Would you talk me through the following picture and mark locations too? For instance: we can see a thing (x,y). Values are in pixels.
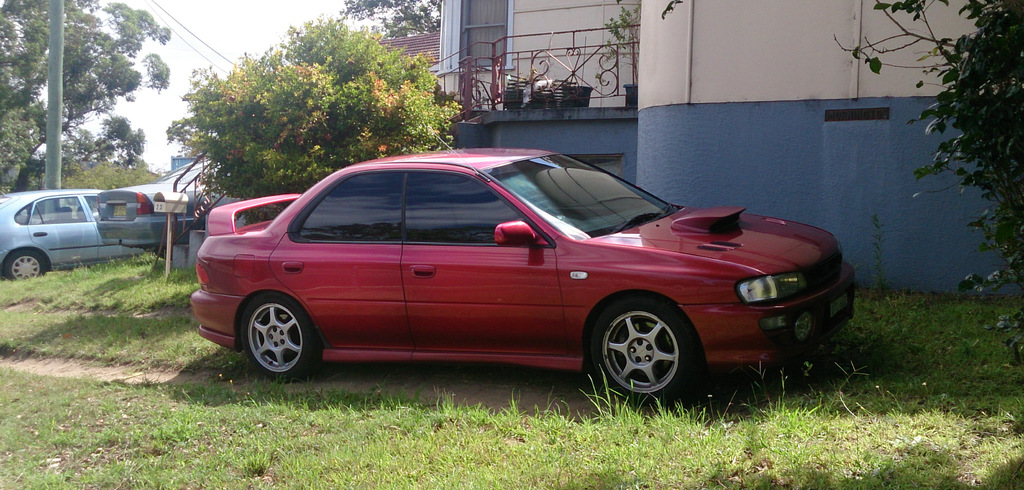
This picture is clicked outside. In the foreground (208,407) we can see the green grass (867,422) and we can see the group of cars (109,226) seems to be parked on the ground (524,371) and we can see the wall (730,29), hand rail (495,58) and a window (489,25) of the building (659,24) and we can see the trees (360,119) and a pole (61,43). In the background (224,16) there is a sky (247,17) and some cables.
